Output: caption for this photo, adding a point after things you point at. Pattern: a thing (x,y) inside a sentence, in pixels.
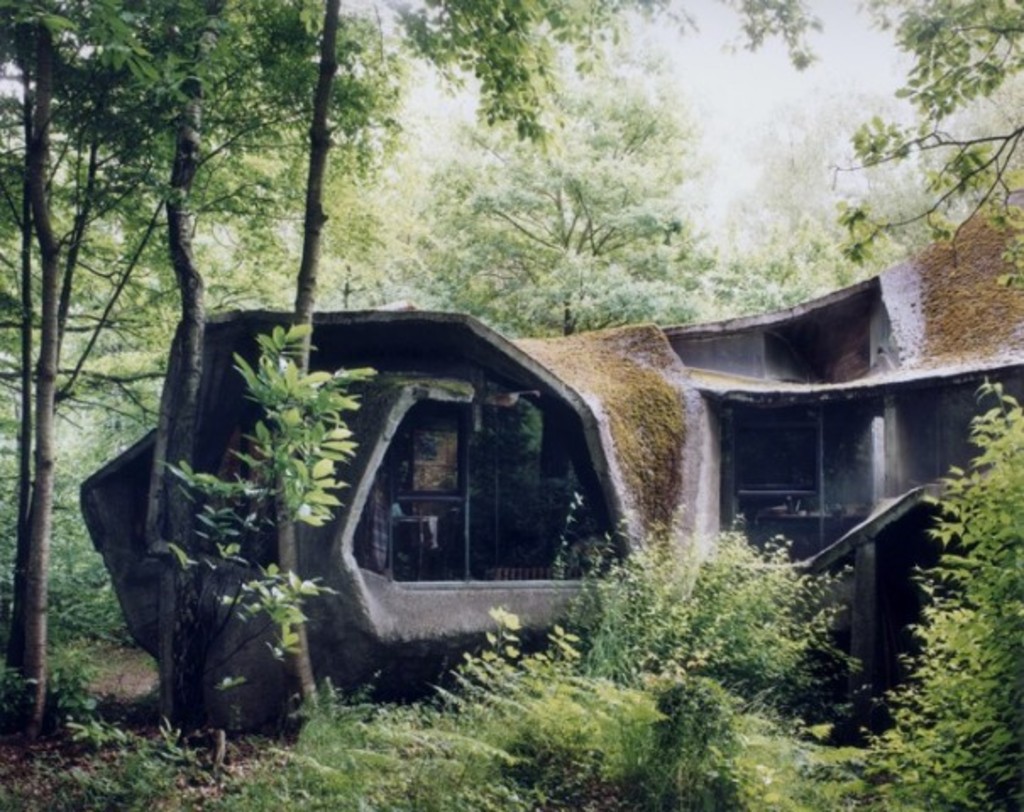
In this image I can see a building (425,471) and windows (444,463). I can see few trees (573,149).
